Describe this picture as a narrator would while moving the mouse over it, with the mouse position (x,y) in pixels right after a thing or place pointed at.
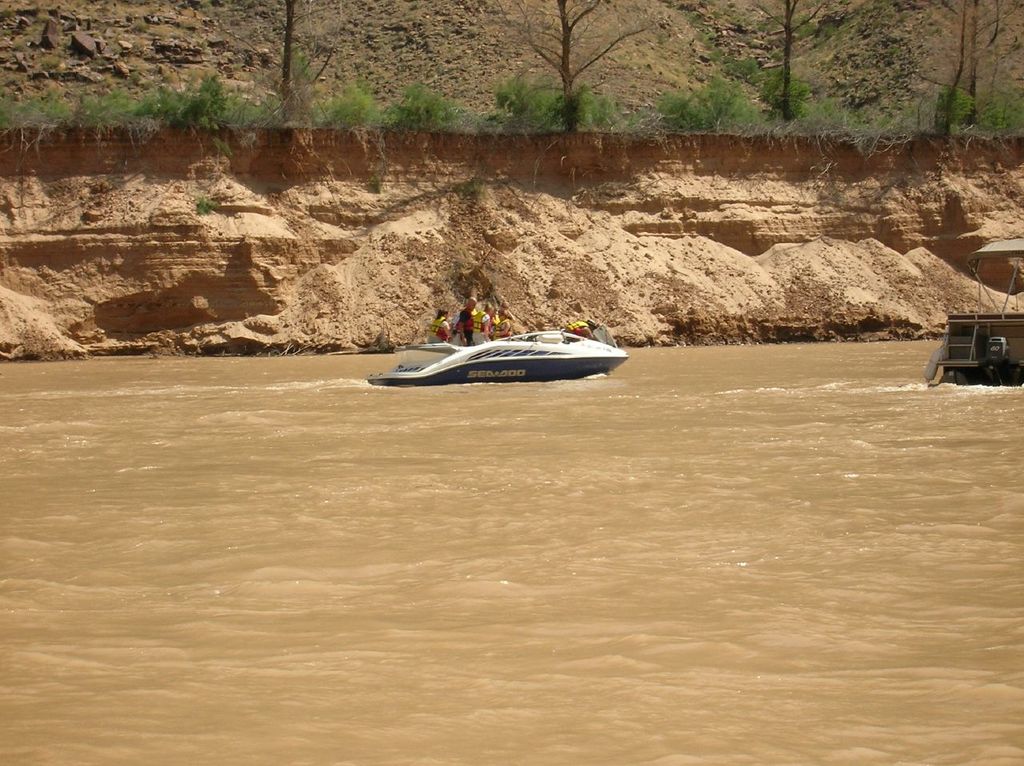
At the bottom of the image (318,522) there is water (626,431). There is boat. In the background of the image (592,220) there is a mountain (308,17). There are plants (502,103). There are trees (331,46).
